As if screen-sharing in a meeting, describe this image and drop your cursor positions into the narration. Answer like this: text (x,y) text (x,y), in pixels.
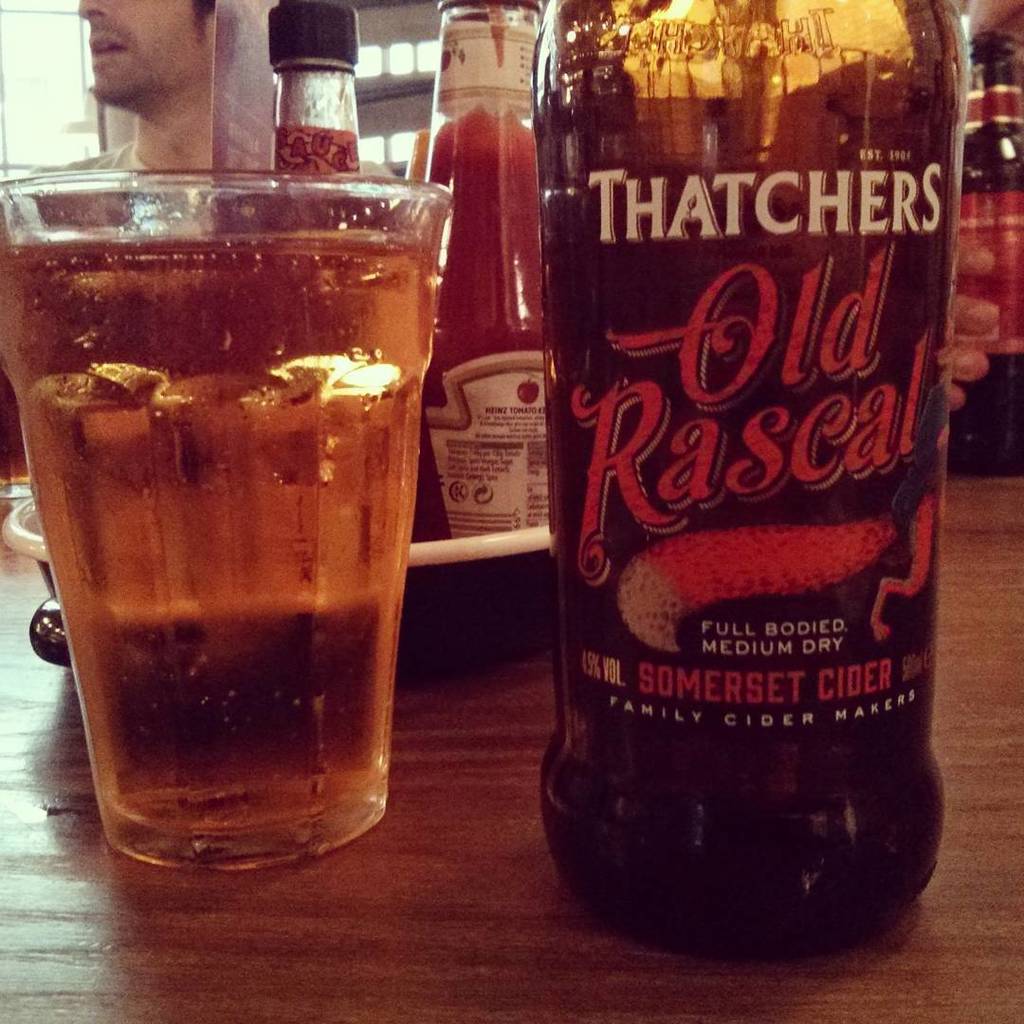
In the image there is a table (779,1000). On table (918,965) we can see a bottle (910,583) which is labelled as old rascal, a glass (324,544) filled with some cider (338,454) and sauce (501,240) placed inside the tray (478,542) and background (195,77) we can see a man (134,67) he is turning towards left side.
